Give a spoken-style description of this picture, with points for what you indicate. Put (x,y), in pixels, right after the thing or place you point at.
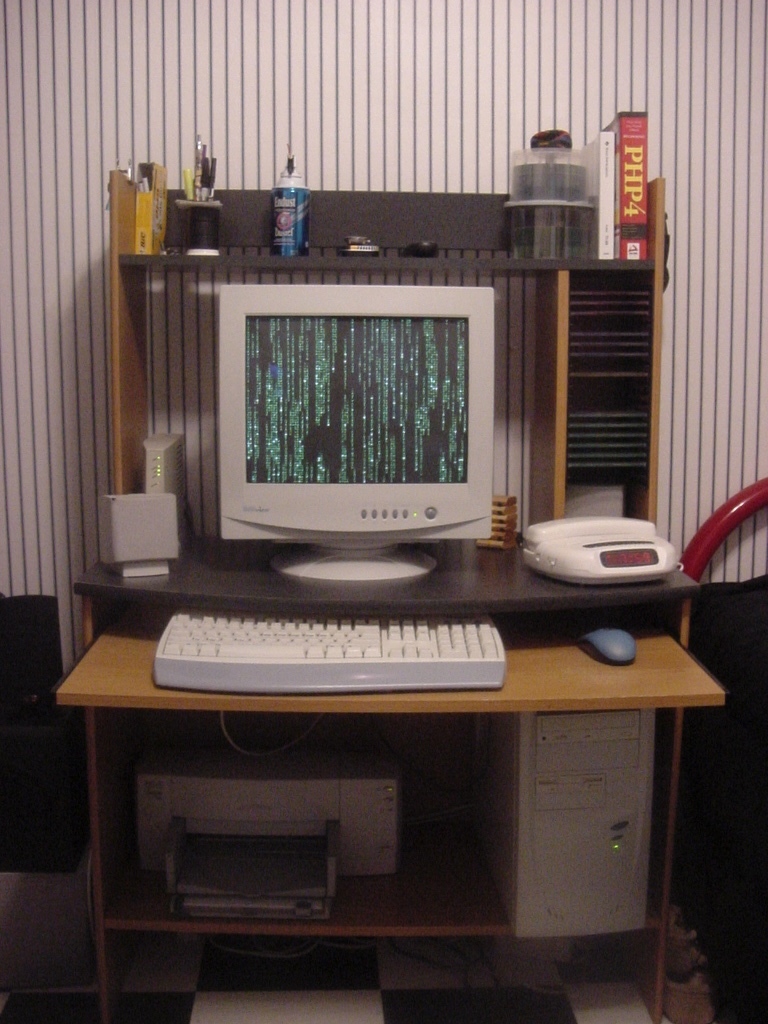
In the center of the image (477,510) we can see a screen (399,466), keyboard (484,663), mouse (609,662), printer (301,829) and some devices (567,868) placed on the table (480,881). In the background (286,205), we can see a tin (294,197), pens (206,183) in containers (206,226) and some boxes (546,223) placed on the rack (605,268). On the right side of the image (742,513) we can see a pipe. On the left side of the image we can see a basket (44,881) placed on the ground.
